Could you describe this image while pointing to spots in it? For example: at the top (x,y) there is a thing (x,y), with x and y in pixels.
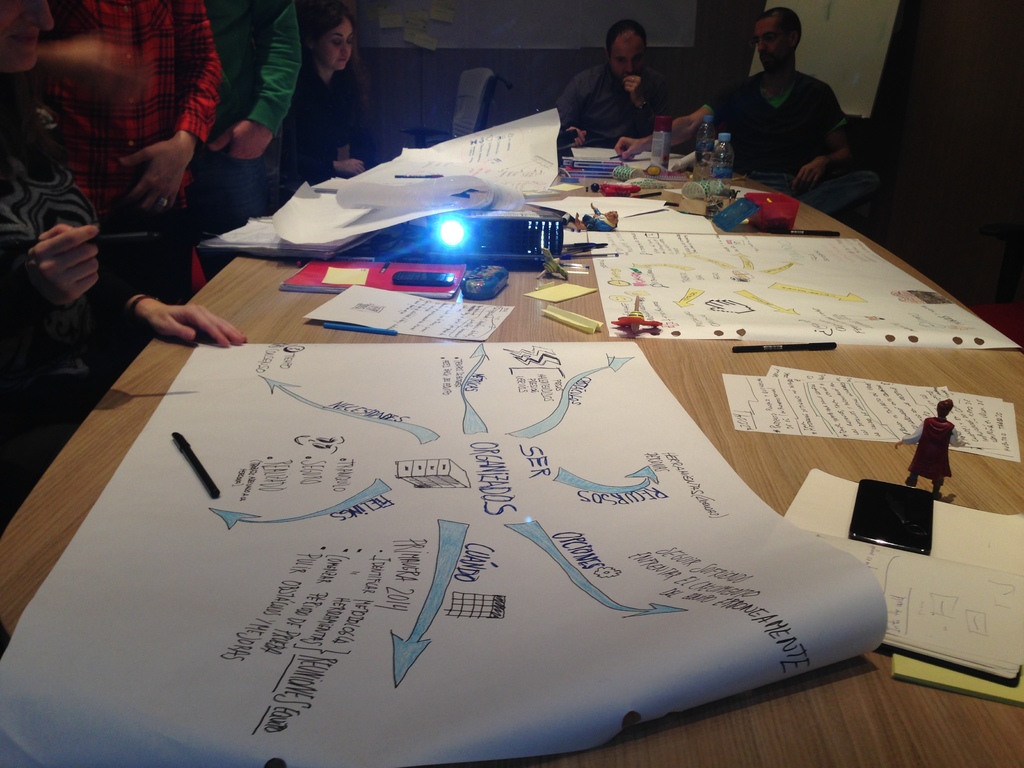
In this picture we have a group of people (350,168) sitting on the chair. The table (961,360) has a number of charts (547,188) and projector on it.
